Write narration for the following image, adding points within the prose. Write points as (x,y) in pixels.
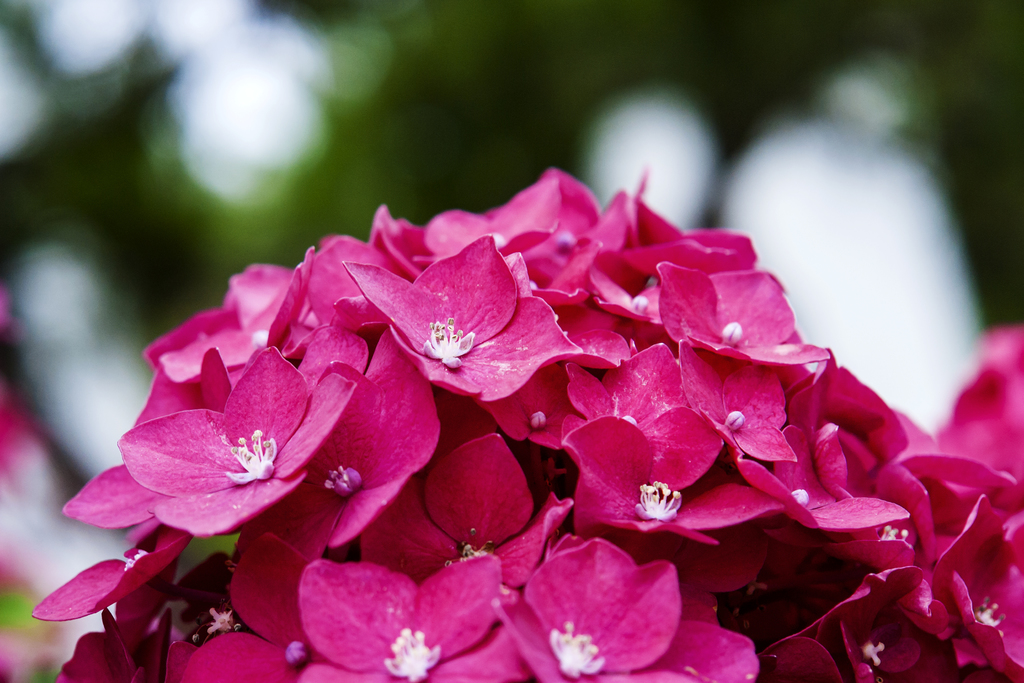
In this picture I can see there are a bunch of flowers (585,555) and they are in pink color and the backdrop (210,222) is blurred.
